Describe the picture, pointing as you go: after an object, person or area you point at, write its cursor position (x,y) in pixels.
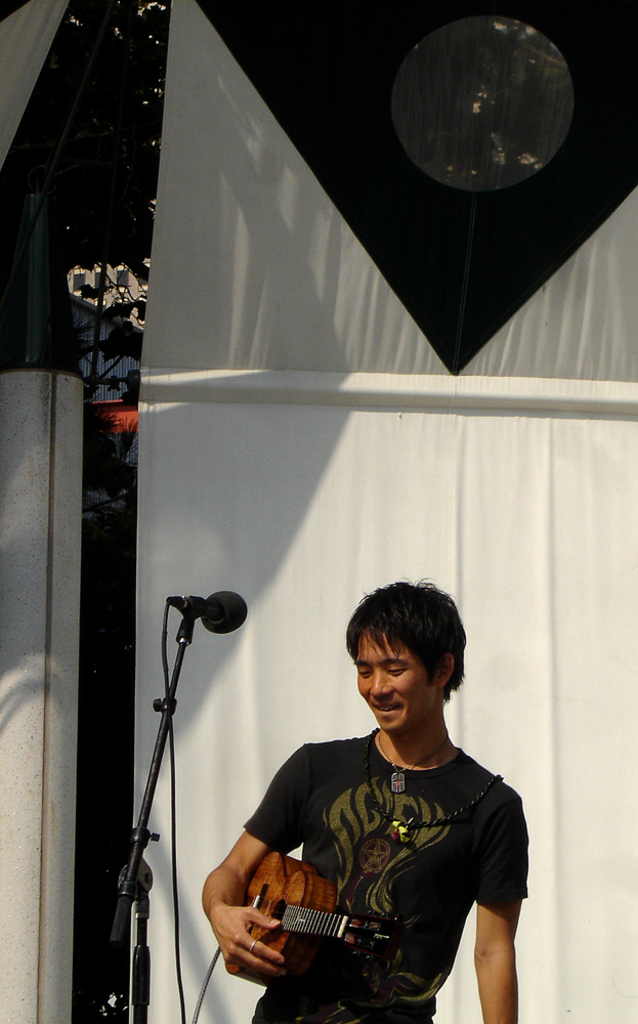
In this image i can see a man (384,859) playing a ukulele (312,917) in front of a microphone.
